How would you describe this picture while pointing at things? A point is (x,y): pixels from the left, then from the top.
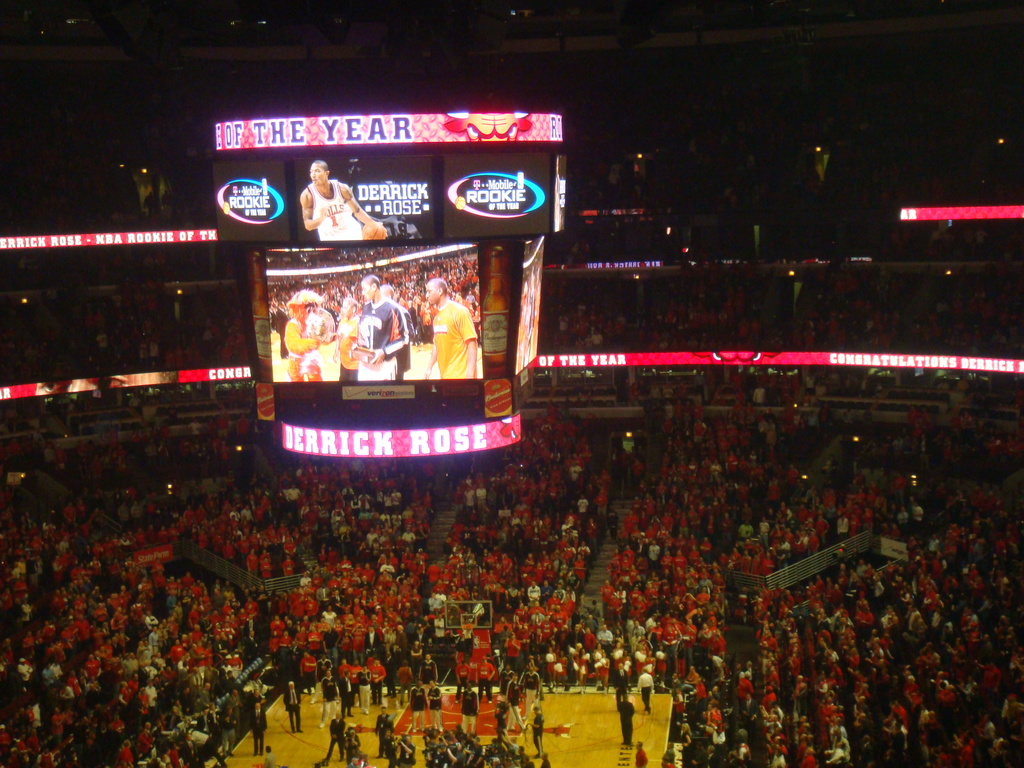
In this image in the front there are group of persons (434,673) standing. In the center (386,319) there are boards (671,361) and there are monitors (362,234) with some text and images (443,287) on it and there are lights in the background (121,165).
